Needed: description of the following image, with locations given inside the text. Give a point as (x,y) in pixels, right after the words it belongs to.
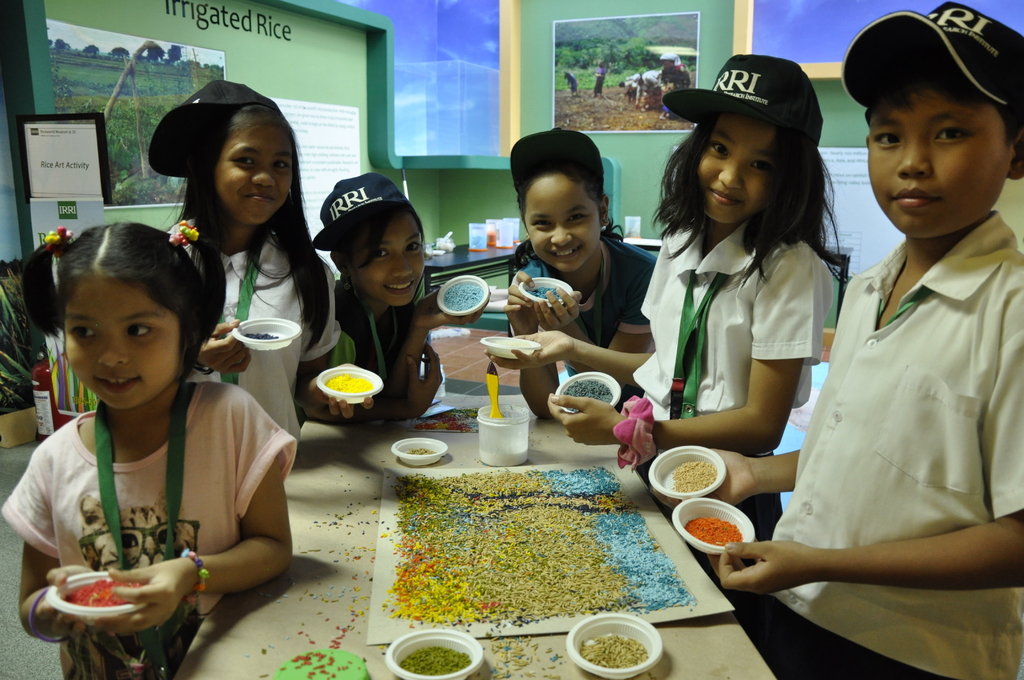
In this image I can see number of children (726,393) are standing and I can also see all of them are holding white colour plates (333,368). I can also see except one rest all are wearing caps (186,158). In the centre (544,428) I can see a table (268,665) and on it I can see few more plates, a board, a plastic container (520,437) and in it I can see a yellow colour thing (489,391). I can also see number of colourful things (474,499) on the plates (411,637) and on the table (373,445). In the background (29,172) I can see number of posters (123,155), few more containers (511,228) and on the top left side of this image (256,34) I can see something is written on the wall (237,31). On the left side (3,413) I can see a plant (30,368) and a fire extinguisher (44,378).
